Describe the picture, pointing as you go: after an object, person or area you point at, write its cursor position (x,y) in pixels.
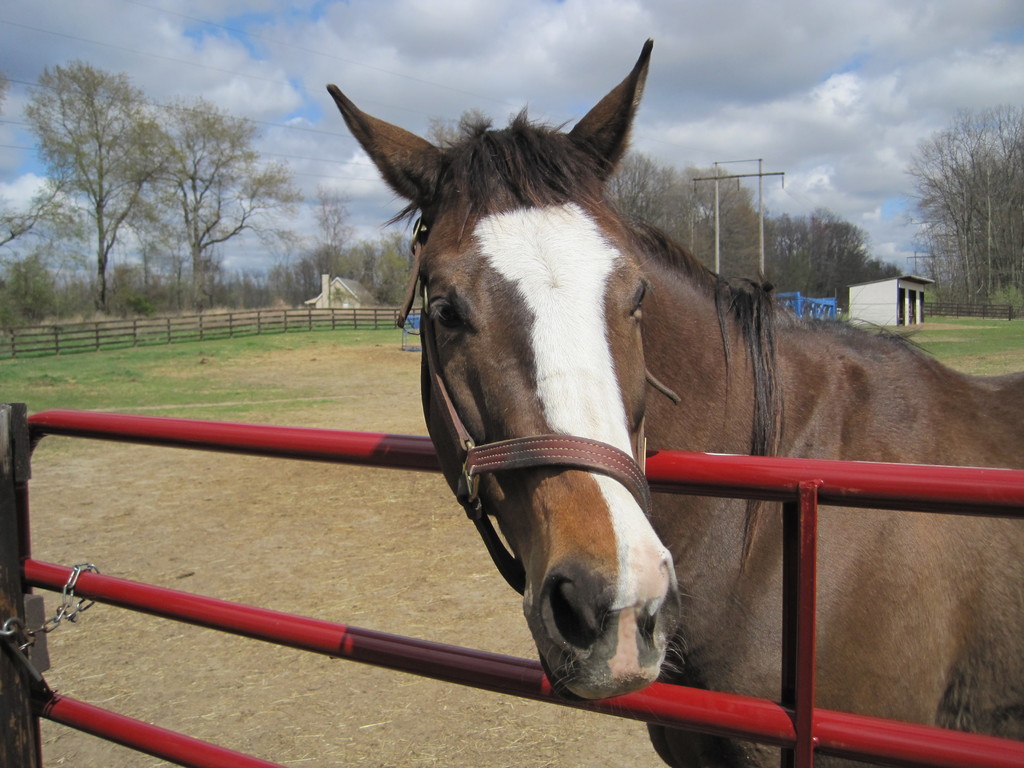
In this image we can see a horse (578,253), it is in brown color, there is a fencing (358,456), there are trees (183,206), there is a grass (216,350), there is an electric pole (753,173), there are wires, there is a shed (906,311), the sky (403,23) is cloudy.
